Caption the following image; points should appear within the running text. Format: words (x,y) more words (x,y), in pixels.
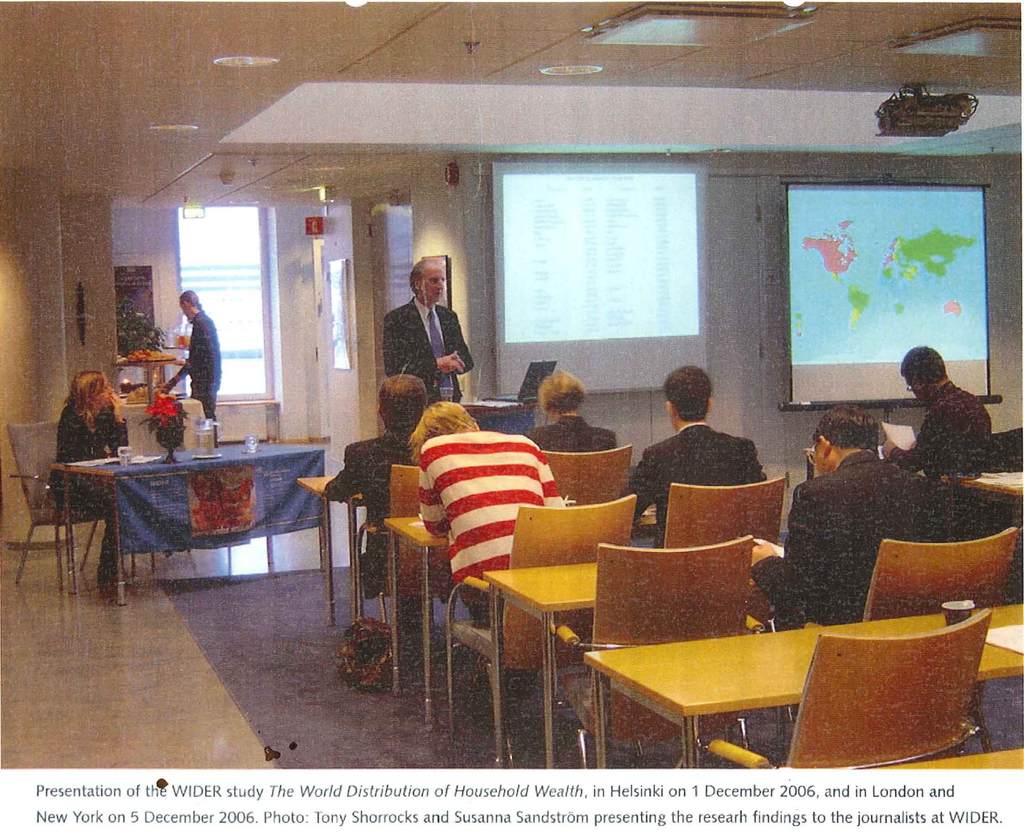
Here we can see a few people (339,484) who are sitting on a chair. There is a person (443,327) standing in the center (428,333) and he is speaking, There is a woman (111,592) sitting on a chair (19,569) and she is looking at this person (400,351). Here we can see a projector (967,114) and a screen (877,274).
